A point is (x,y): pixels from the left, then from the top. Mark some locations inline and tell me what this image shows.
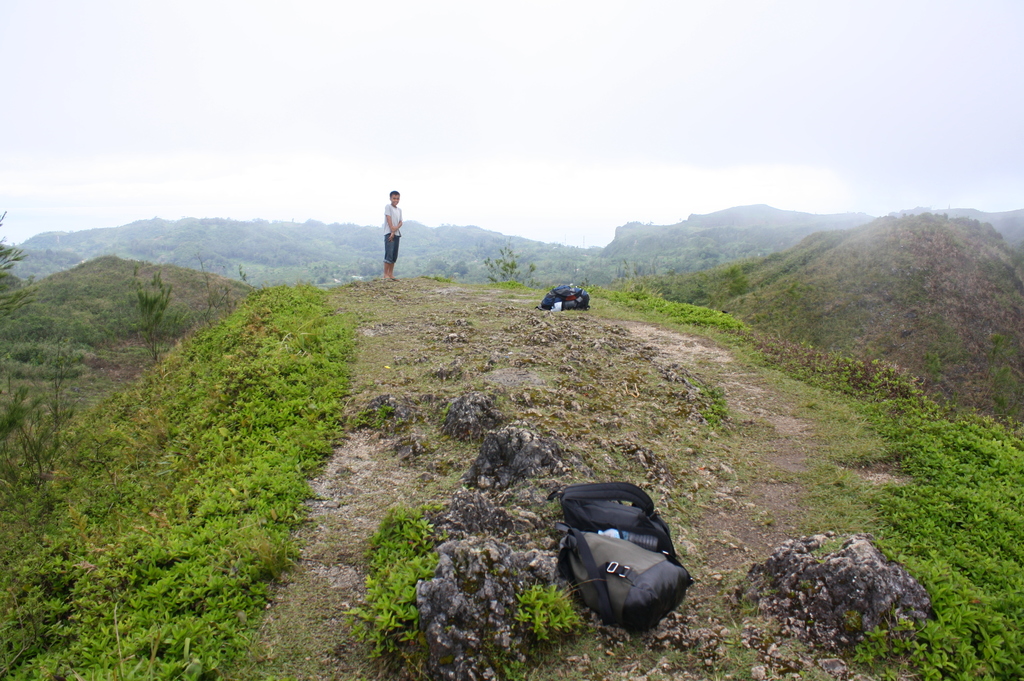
In this image we can see a person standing on the ground (404,426). Here we can see bags (609,508), plants (299,396), grass (825,440), and mountains (363,254). In the background (642,202) there is sky (495,145).
